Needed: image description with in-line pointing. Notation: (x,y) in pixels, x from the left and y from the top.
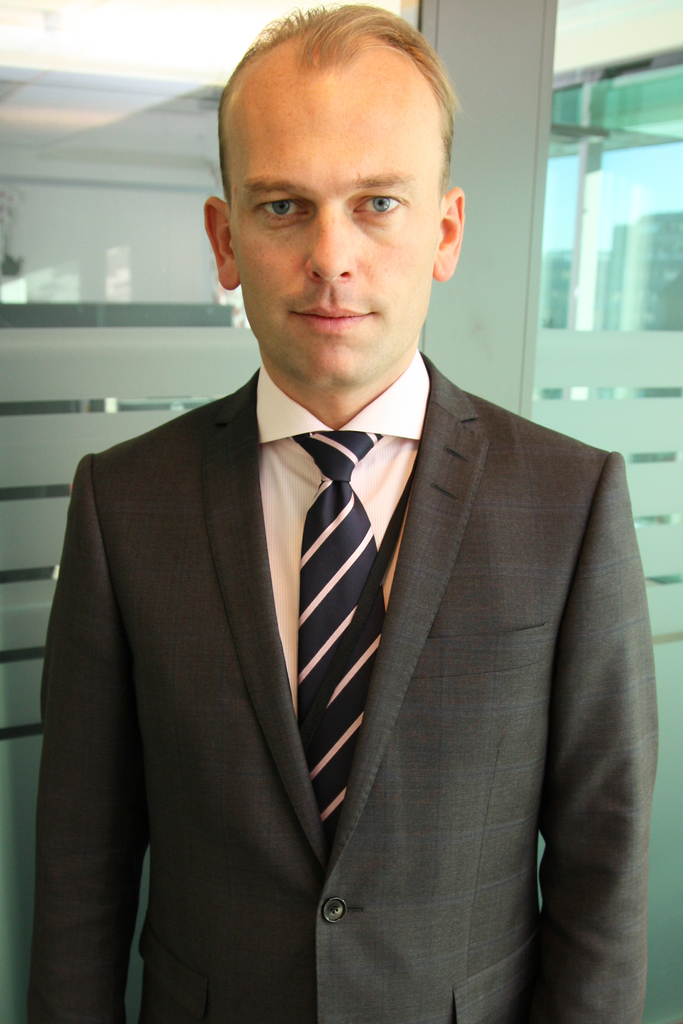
In this image we can see a man (356,468) wearing a suit (517,749) and a tie (365,448) and standing. In the background (535,180) we can see the glass door (575,184).
